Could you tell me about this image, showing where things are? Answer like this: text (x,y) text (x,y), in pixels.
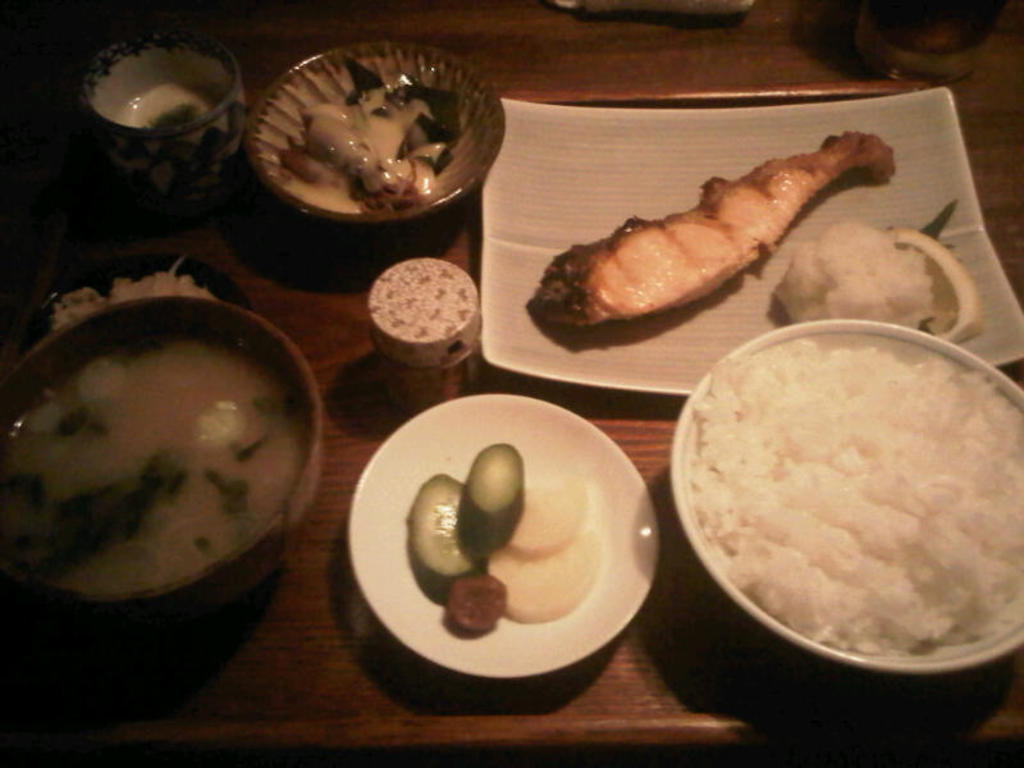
In this picture I can observe some food (676,259) placed in the plates (558,125) and bowls (61,363). These plates (682,384) are placed on the table (636,66).
